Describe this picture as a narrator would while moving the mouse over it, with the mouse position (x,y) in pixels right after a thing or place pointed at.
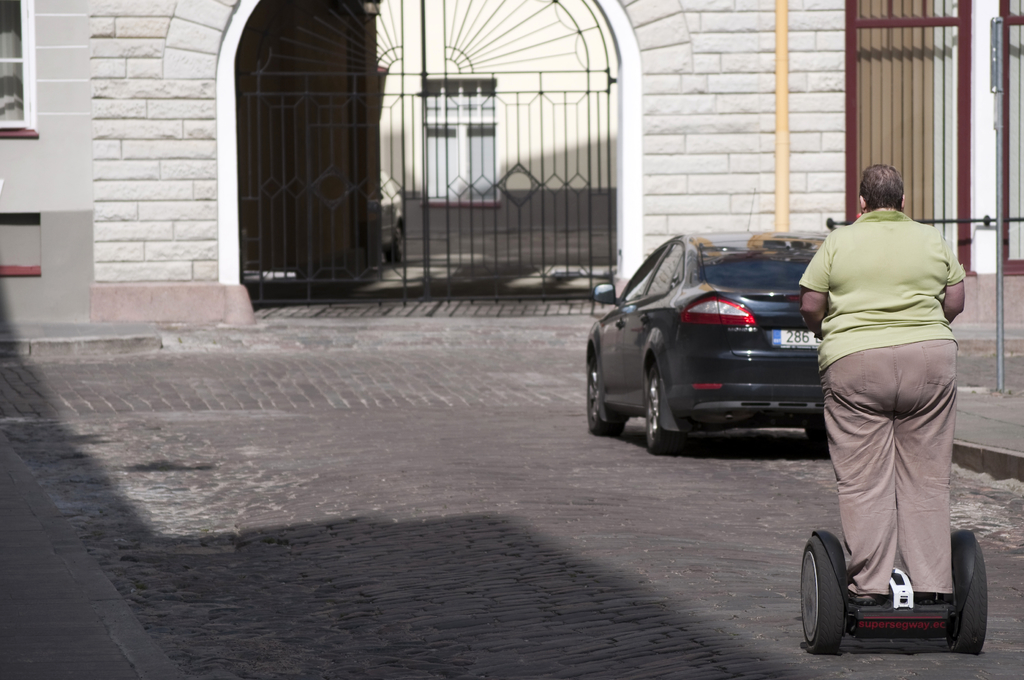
In this image we can see a person (928,564) is standing on the hoverboard (892,600). Here we can see a car (744,264) on the road (126,366), poles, gate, wall (977,147), and windows (907,45).
